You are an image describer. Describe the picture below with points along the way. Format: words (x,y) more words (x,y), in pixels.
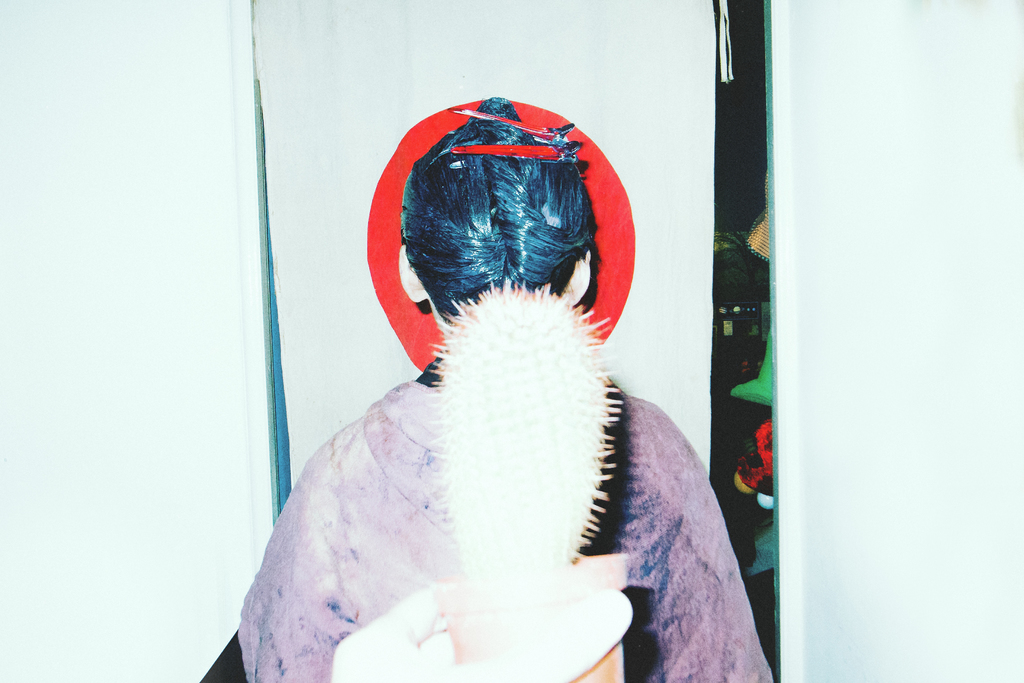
In this picture we can see a person (440,640) is holding a flower pot (509,596) and another person (333,585) is standing. Behind the people (337,556) there is a white background (278,207) and some objects (757,385).
